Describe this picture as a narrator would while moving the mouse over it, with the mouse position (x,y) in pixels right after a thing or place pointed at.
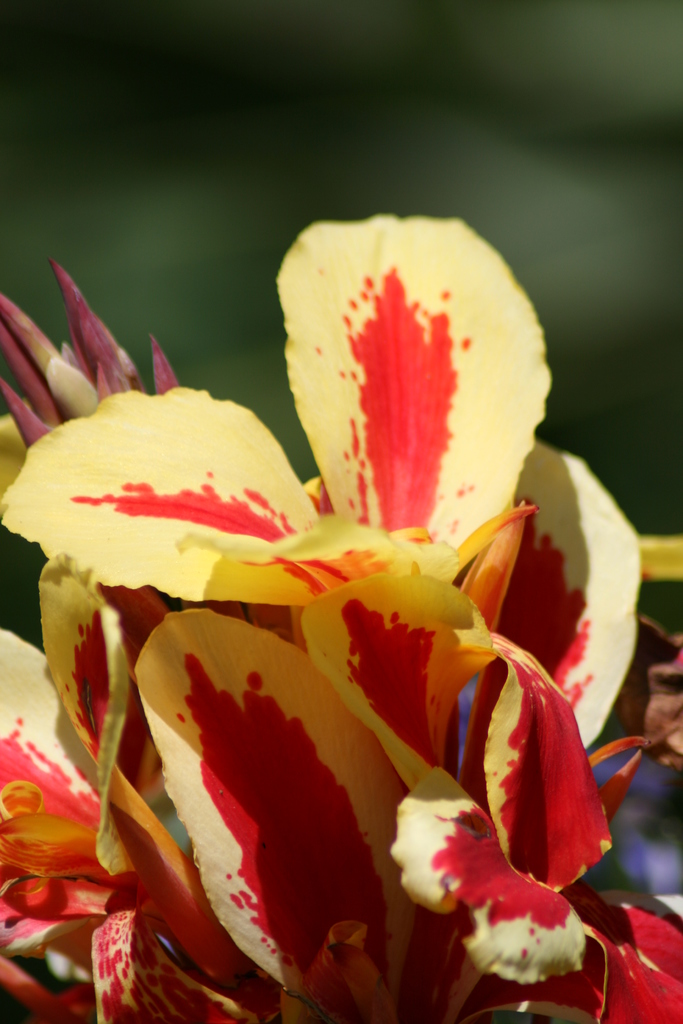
In this image there are few flowers (408,757). Background (616,333) is blurry.
